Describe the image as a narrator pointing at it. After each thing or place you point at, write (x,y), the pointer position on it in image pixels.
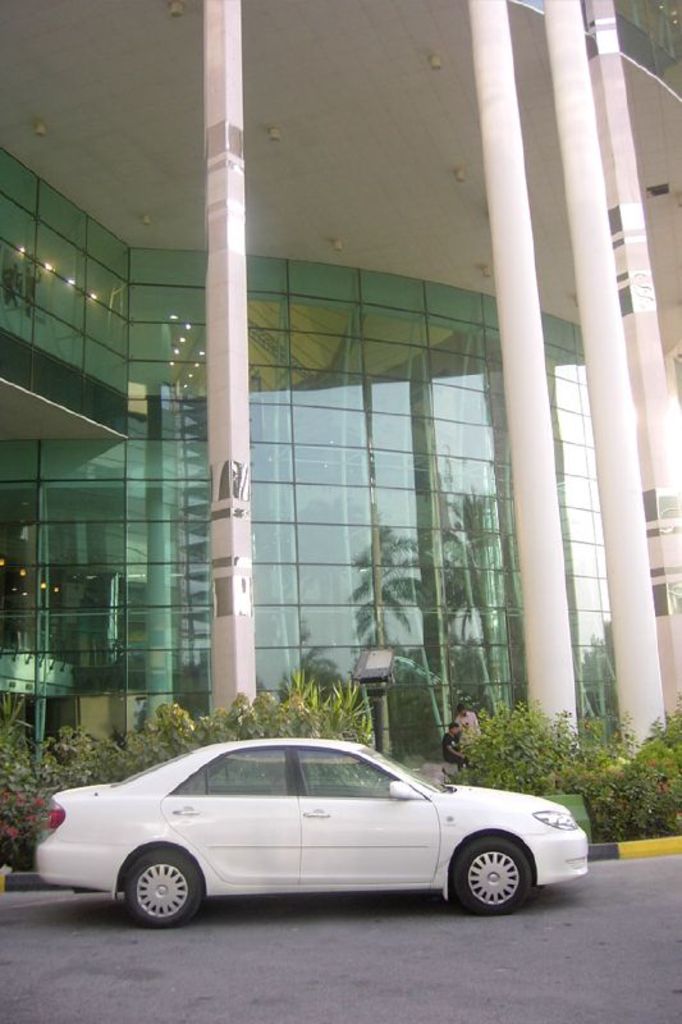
In this image we can see a building (300,619) covered with glasses (337,532) in the front (452,462), electric lights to the roof (394,124), pillars (207,355), plants (297,695), bushes (573,763), persons (448,743) standing on the floor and a motor vehicle (185,906) on the road (394,930).
